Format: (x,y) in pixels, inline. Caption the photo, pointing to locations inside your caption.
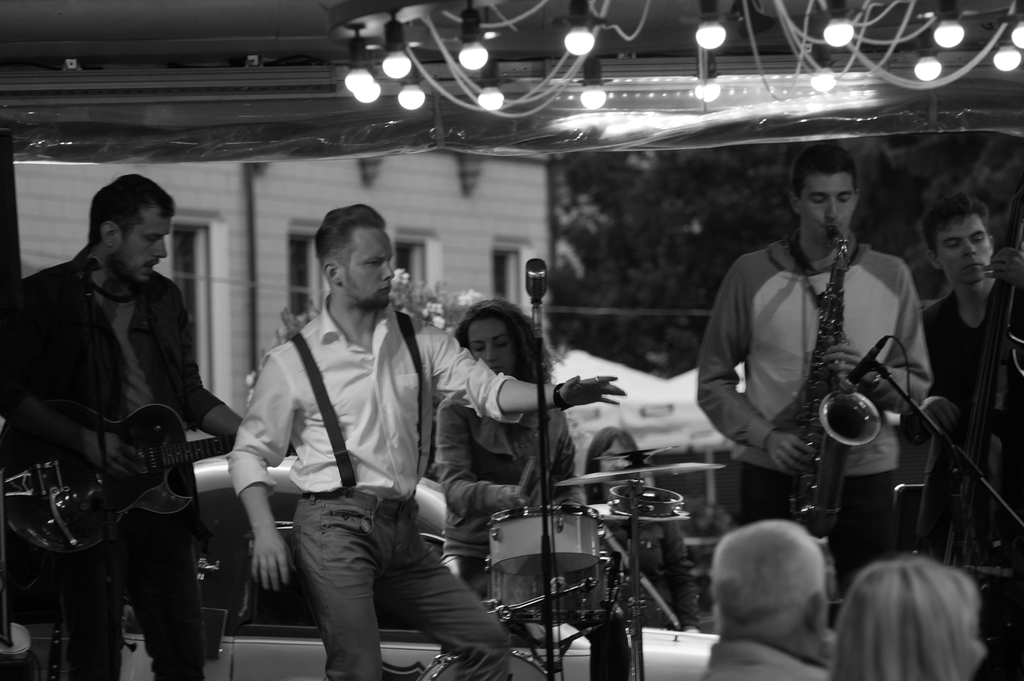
In this image there are group of persons (526,343) who are playing musical instruments (825,421).
